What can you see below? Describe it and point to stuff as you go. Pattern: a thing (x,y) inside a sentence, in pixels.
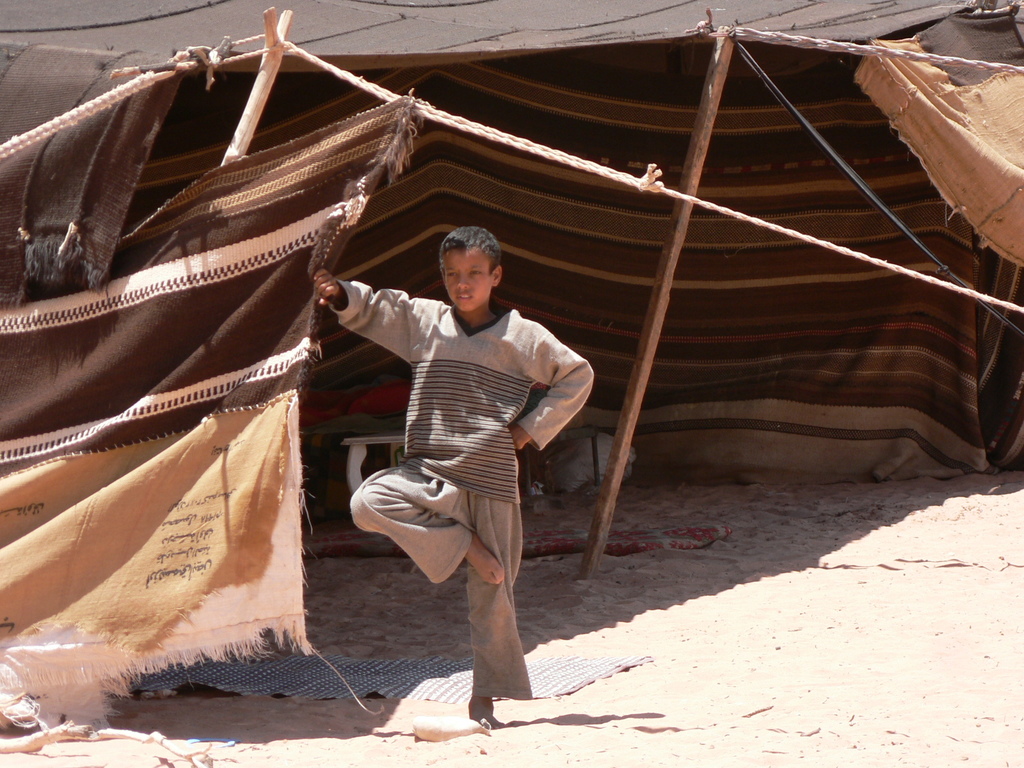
In this image in the center (458,428) there is a person (465,425) standing. In the background (364,234) there is a tent (534,168) and there are ropes (377,91) and there is an object (382,443) which is white and black in colour. On the ground (559,572) there are mats (570,548).
